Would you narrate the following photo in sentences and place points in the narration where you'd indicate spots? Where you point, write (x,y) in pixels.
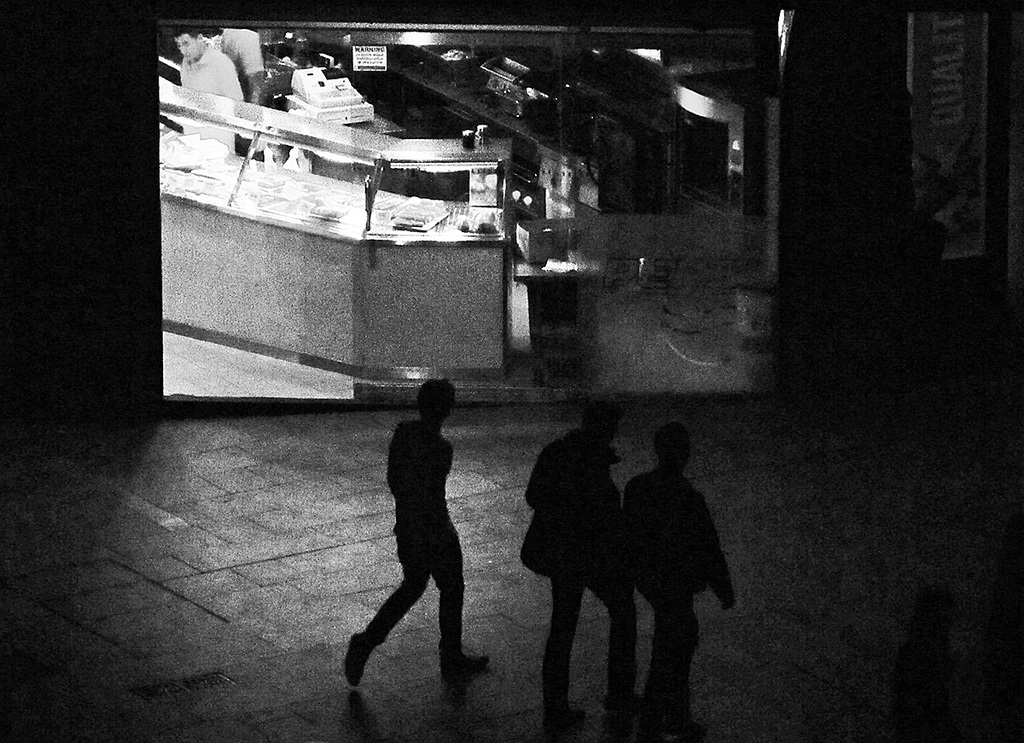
In the picture we can see some people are walking in the dark and in the background (267,94), we can see a room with a counter (321,253) and some things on it and some person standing near the counter (309,258).
